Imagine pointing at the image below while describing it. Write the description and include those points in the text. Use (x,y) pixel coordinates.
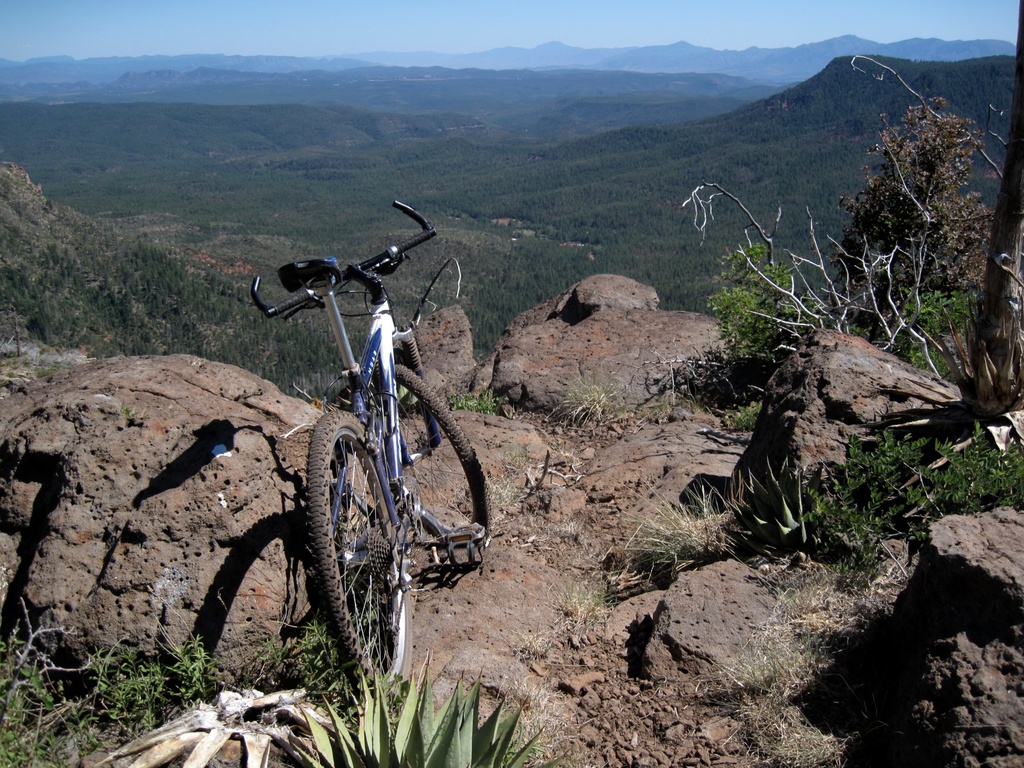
In this picture we can see a bicycle (385,480). On the right side of the bicycle (402,383) there are rocks (766,456) and plants (753,404). In front of the bicycle (364,361) there are hills (402,66) and the sky (839,22).
